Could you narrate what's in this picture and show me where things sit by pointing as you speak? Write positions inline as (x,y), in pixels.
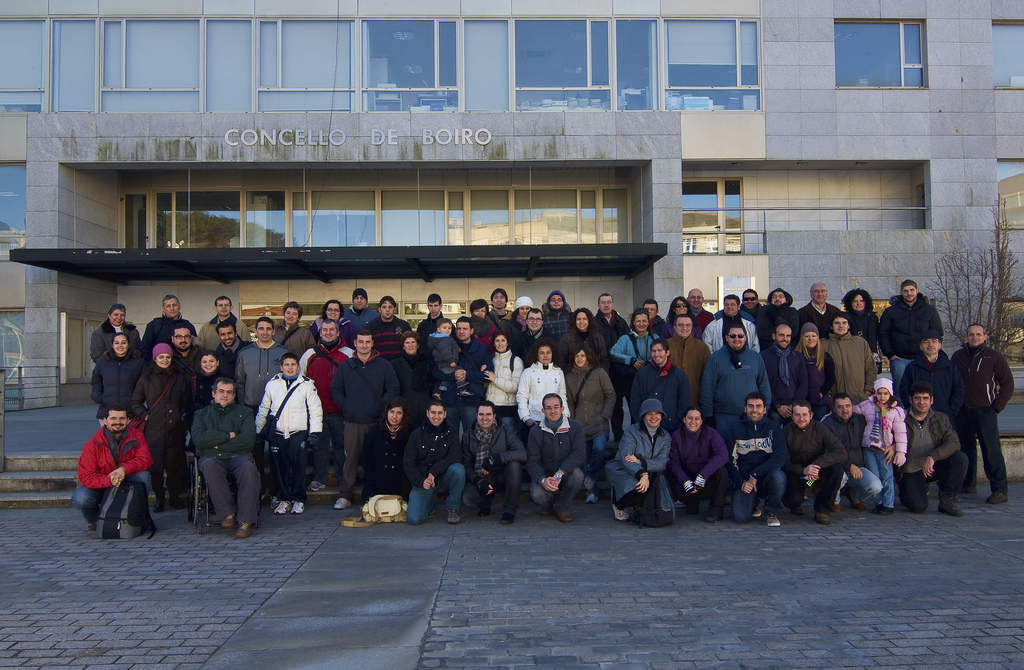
There is an organisation building (286,166), in front of the building (56,331) a group of people (382,393) are posing for the photo and most of them are wearing jackets (806,398) and in the right side of the people (801,380) there is a dry tree (975,298).
